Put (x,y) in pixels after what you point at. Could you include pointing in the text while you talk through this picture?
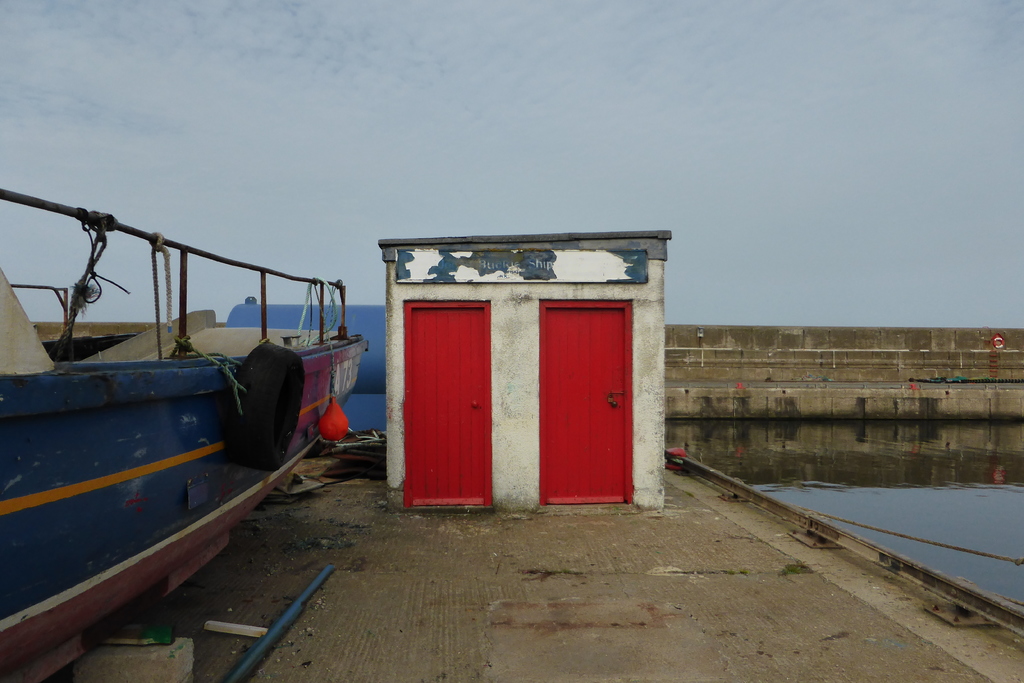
In the middle (579,370) these are the 2 doors (558,371) which are in red color and on the left side (219,337) it looks like a boat (296,449). On the right side (910,449) this is water (790,494).
